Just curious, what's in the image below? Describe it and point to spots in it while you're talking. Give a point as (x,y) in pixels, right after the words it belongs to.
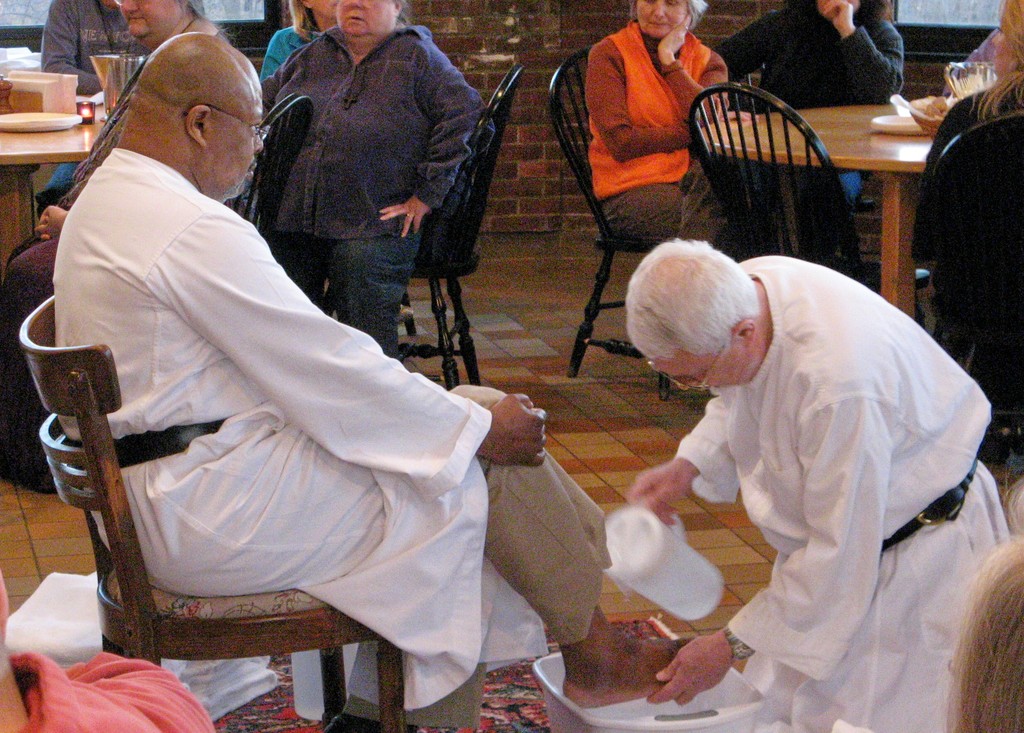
This picture describes about group of people (336,327), they are seated on the chairs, on the right side of the image (815,448) we can see a man (820,499), he is holding a jug (680,589), in front of him we can see a tub (709,705), on top of the image (20,114) we can see few things (82,100) on the table (43,141).
